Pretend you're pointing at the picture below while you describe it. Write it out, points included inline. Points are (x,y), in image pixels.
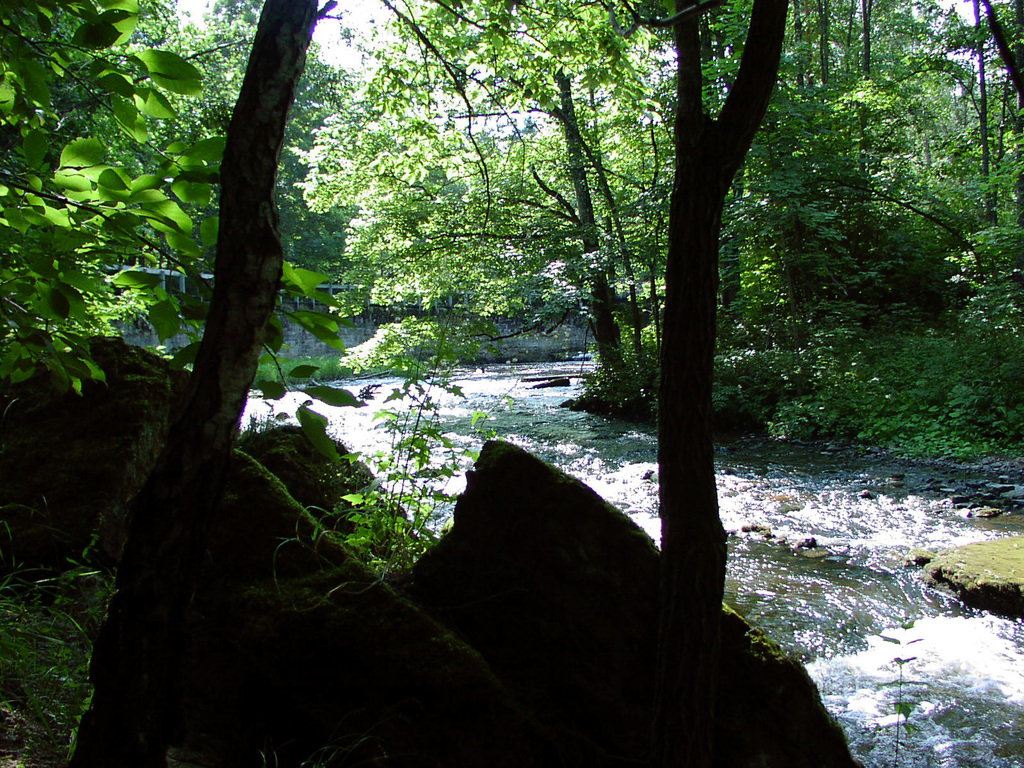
In the image we can see trees (519,84), stones (479,539) and the river (901,592).
